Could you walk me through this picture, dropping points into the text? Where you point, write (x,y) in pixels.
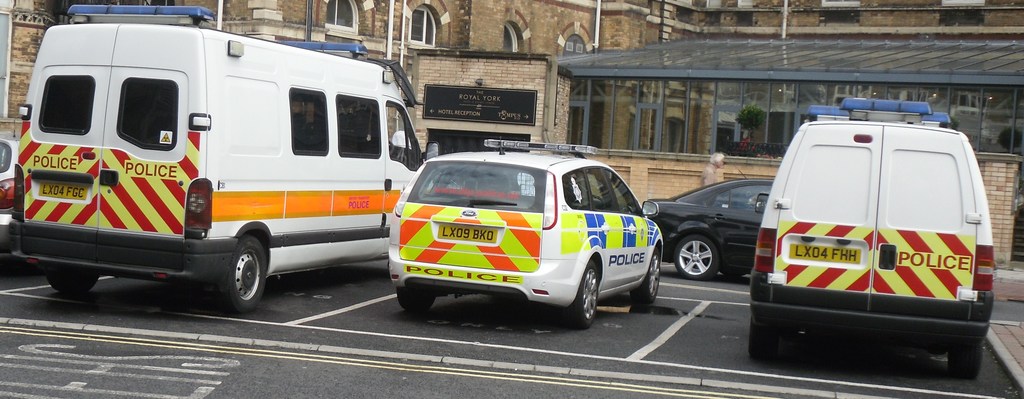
Here we can see vehicles (402,251) and we can see building (480,23), wall (494,66) and windows (575,51). Here we can see glass (716,129), through this glass (759,90) we can see plants (754,122).
